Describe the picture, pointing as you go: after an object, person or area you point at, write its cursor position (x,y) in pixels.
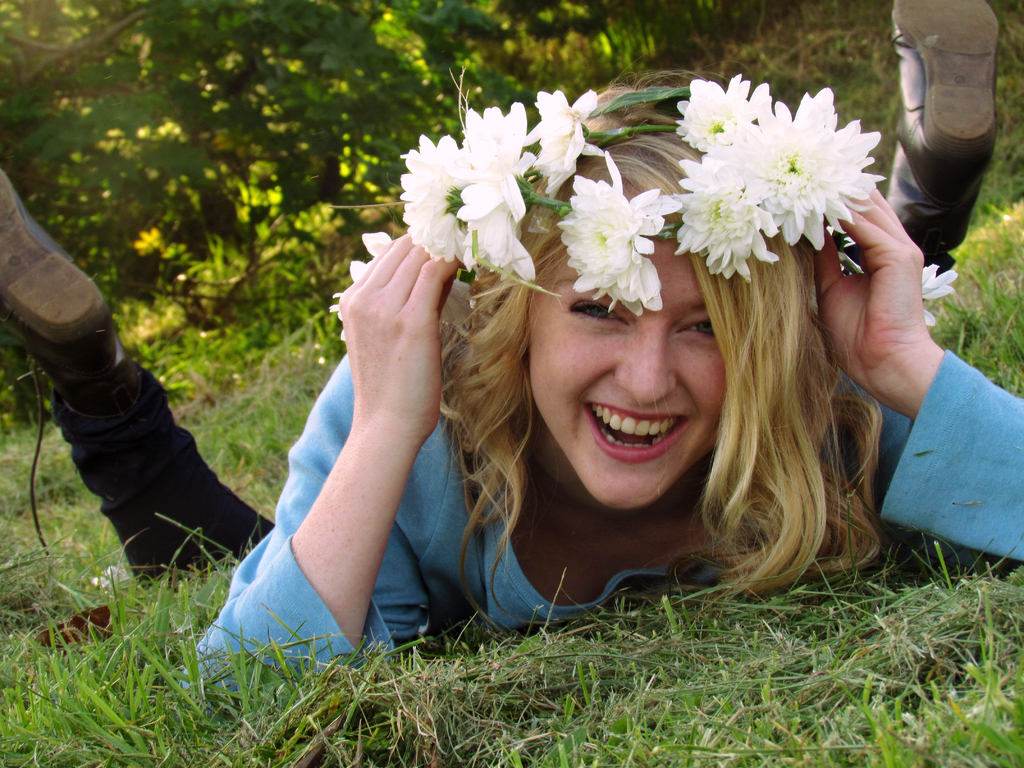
As we can see in the image there is grass (99,737), trees (69,7), flowers (582,123) and a woman (536,370) over here.
